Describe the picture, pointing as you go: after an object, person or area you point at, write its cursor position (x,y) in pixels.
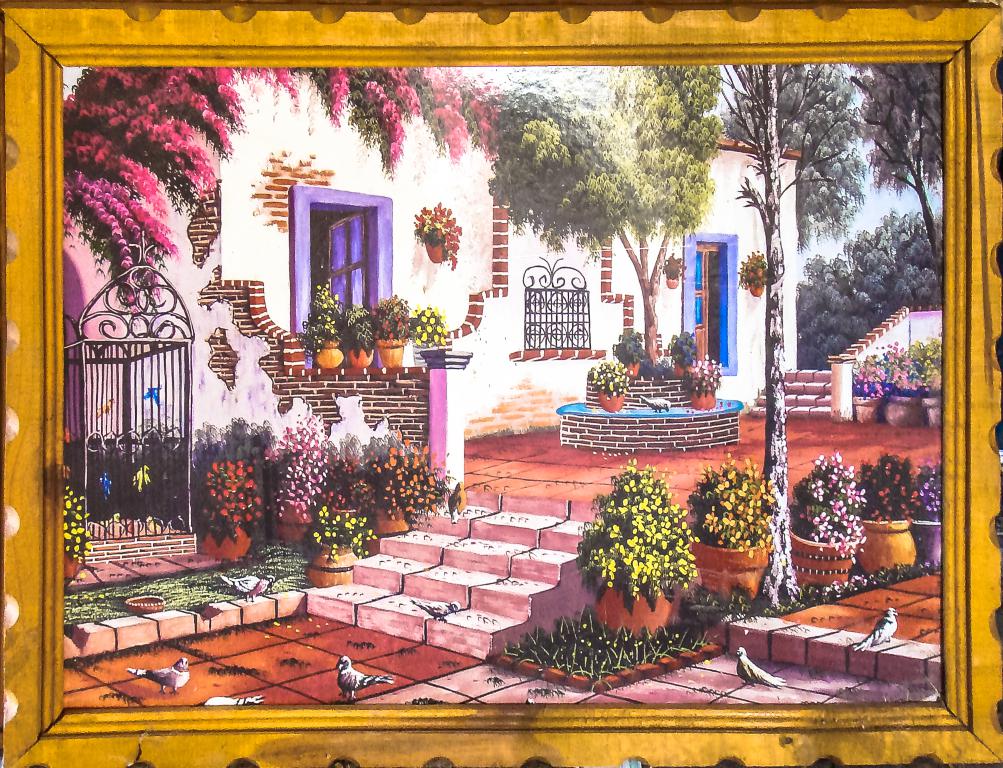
In this image I see a photo frame (952,665) and on the photo (374,328) I see a house (465,350) and I see number of plants (681,344) and I see few birds (236,577) and I see the path (802,685) and steps (447,642) over here and here and I see few trees (783,422) and I see the fencing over here.
